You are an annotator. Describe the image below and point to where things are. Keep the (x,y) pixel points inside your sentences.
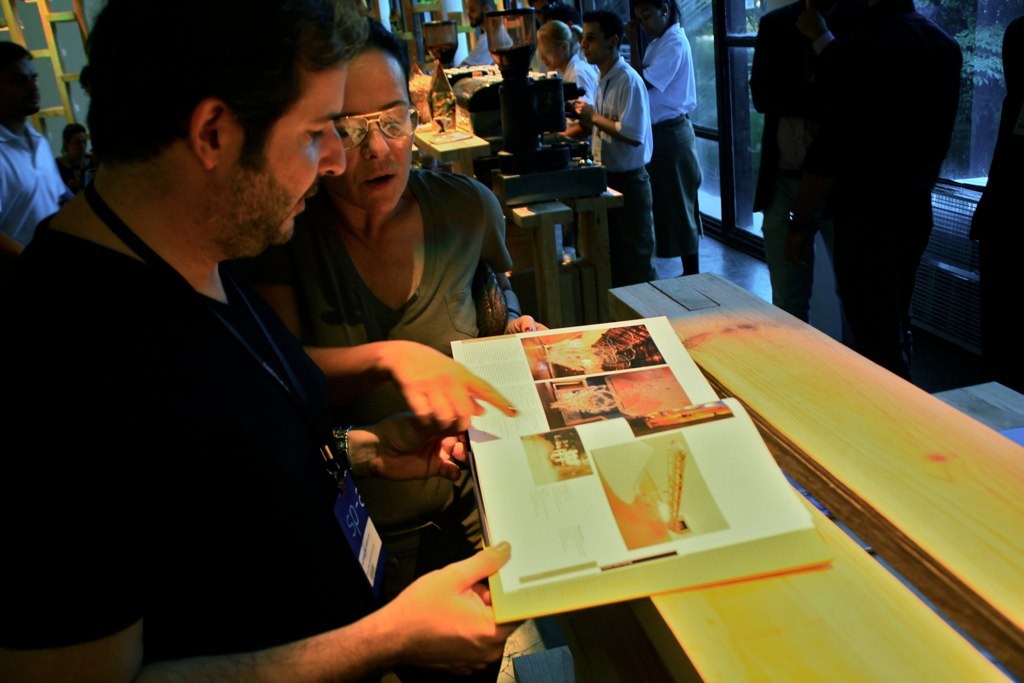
In the picture I can see people (467,289) are standing on the floor (703,262). I can also see tables (545,203). On tables (548,222) I can see a book (588,430), bottles (453,113) and some other objects (503,173). In the background (698,37) I can see framed glass wall (728,63) and some other objects (530,257) on the floor (703,249).
